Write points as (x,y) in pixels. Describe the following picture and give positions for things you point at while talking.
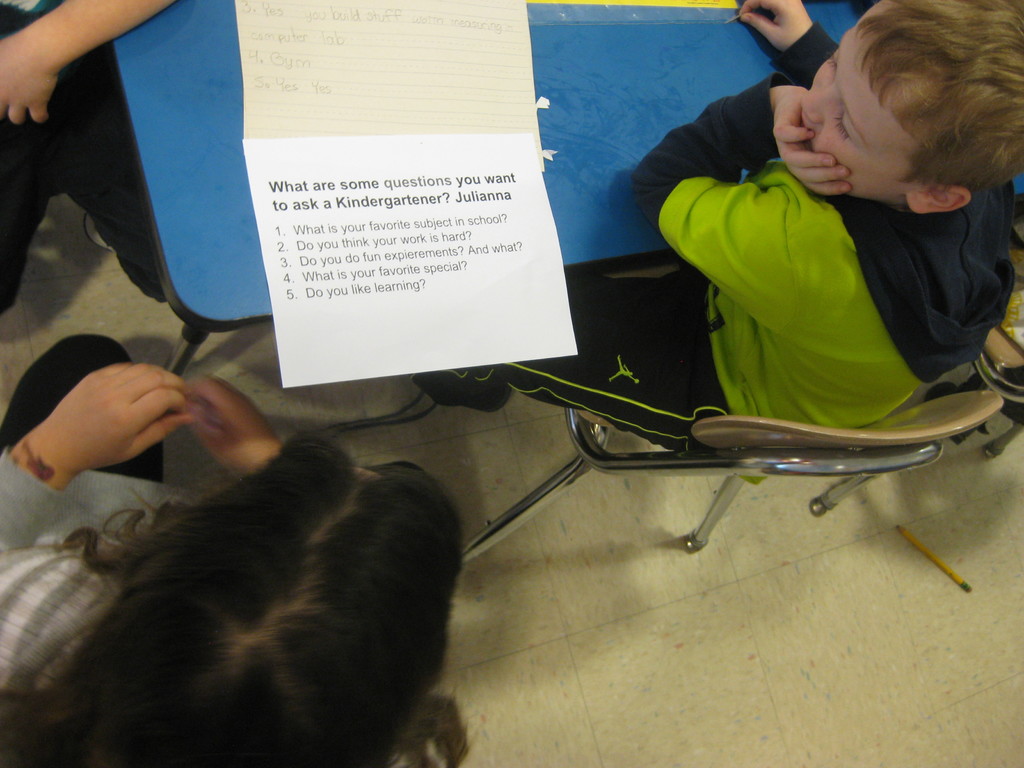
In the picture we can see a boy (1006,147) sitting on the chair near the table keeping his hand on his mouth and beside him on the table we can see a paper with some questions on it and near to it we can see a girl (62,520) is sitting on the chair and opposite side we can see a person hand (40,45) on the table (181,2).
